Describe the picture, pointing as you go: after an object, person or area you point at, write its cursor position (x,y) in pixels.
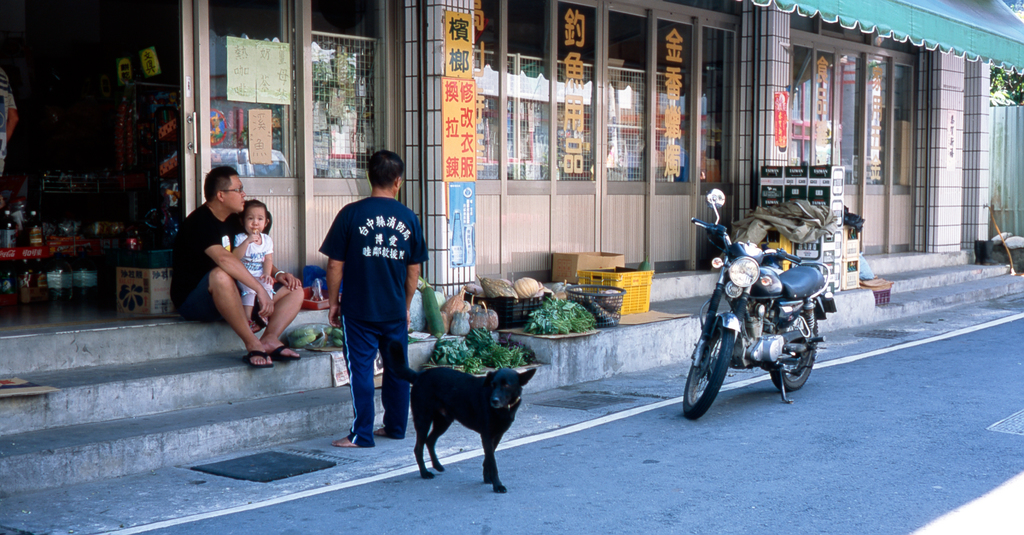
As we can see in the image there are three people (376,301), black color dog (469,402), vegetables (547,317), door (501,209), motor cycle (748,292), baskets (634,303) and buildings (581,104). On the left side (122,452) there are stairs (143,399).
